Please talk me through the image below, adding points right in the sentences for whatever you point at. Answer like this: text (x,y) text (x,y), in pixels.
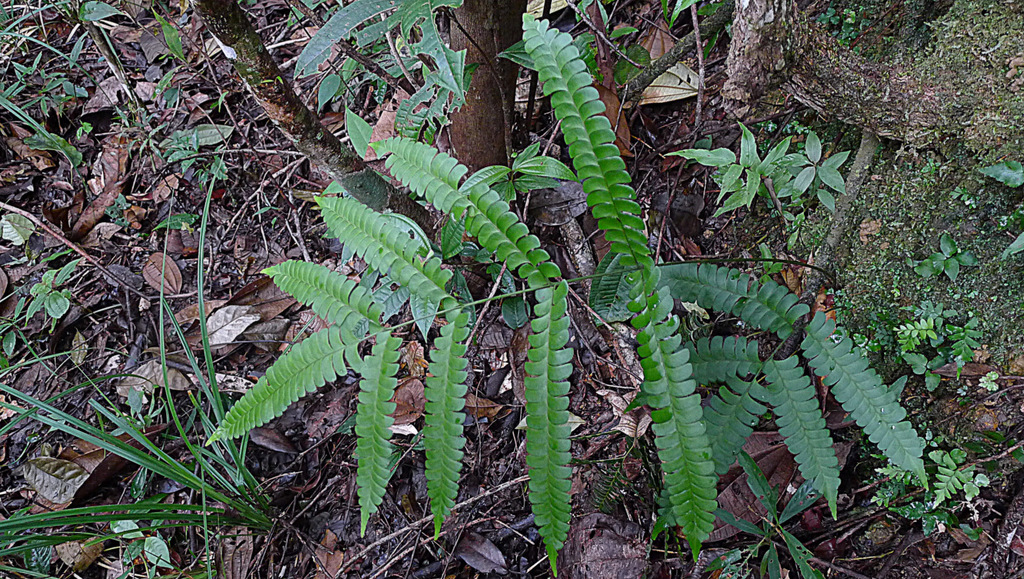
In this picture we can see plants (725,358), dried leaves (515,399) and grass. We can also see the barks (487,106) of a tree (255,43).
